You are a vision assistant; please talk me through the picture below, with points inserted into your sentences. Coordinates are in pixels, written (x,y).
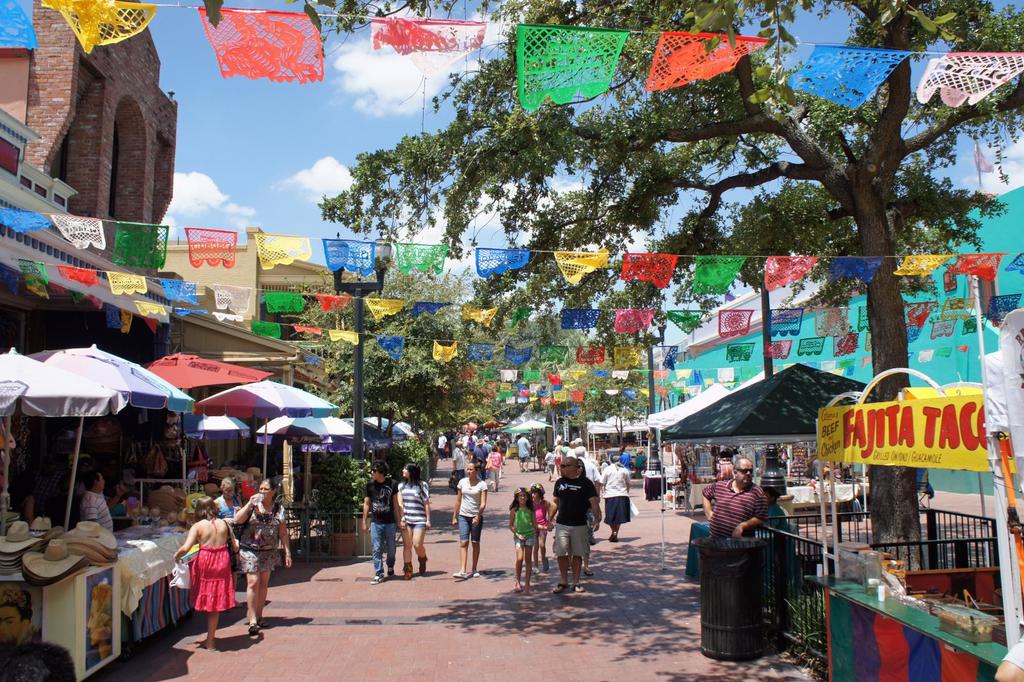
In this image we can see stalls (537,430). There are people (479,532) walking on the road (375,605). There are light poles (777,474). There are trees (743,240), flags (666,82). At the top of the image (323,113) there is sky (311,96) and clouds (398,93).
